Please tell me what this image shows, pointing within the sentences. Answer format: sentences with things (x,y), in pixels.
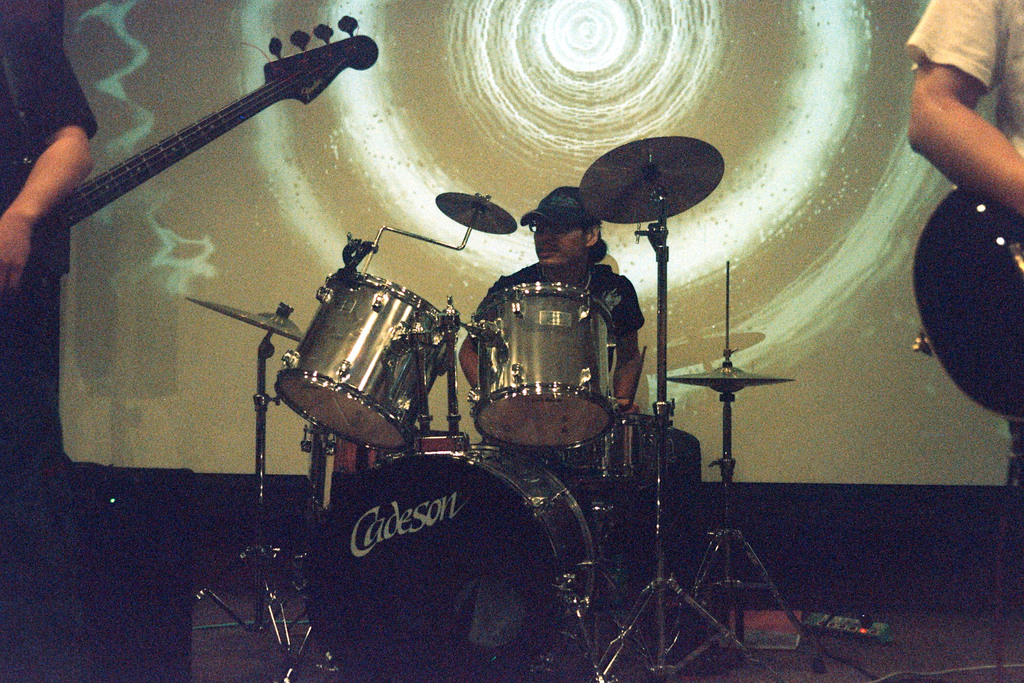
In this image a person (547,265) is sitting behind the musical instrument (537,528). He is wearing cap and spectacles (532,232). Left side (14,90) there is a person (16,249) standing and he is holding a guitar (71,215). Right side (1005,305) there is a person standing and he is holding a guitar (1004,350). Background (979,454) there is a screen (799,372) having some design (848,276) displayed on it.
